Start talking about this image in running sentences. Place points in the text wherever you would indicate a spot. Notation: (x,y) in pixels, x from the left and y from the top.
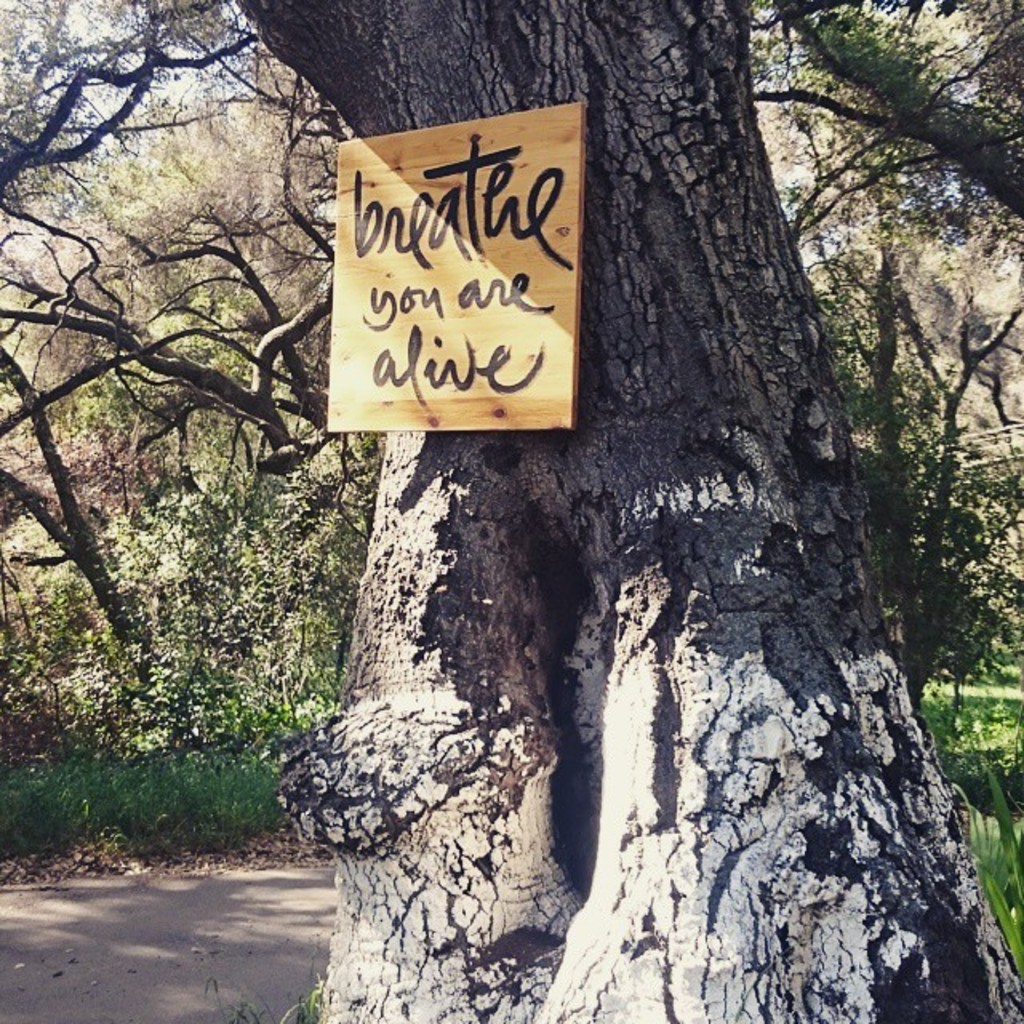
In this image, we can see a tree trunk (414,478) and there is a small board (479,421) on the tree trunk (643,609), we can see some plants (987,792) and trees (941,459), we can see the road (162,953).
